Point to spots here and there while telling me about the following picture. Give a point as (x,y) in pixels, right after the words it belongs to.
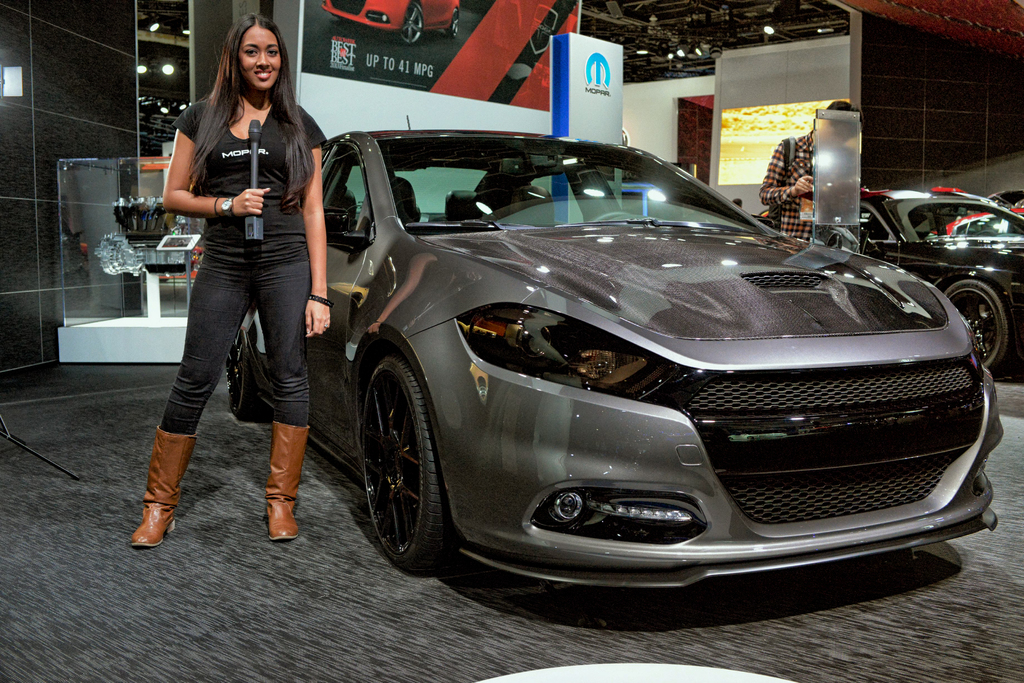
In the picture I can see a car (373,436) on the floor (209,435). There is a woman (265,109) on the left side (223,283) and there is a smile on her face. She is wearing a black color T-shirt (273,209) and she is holding a microphone (254,225) in her right hand (261,193). I can see another car (908,236) and a man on the right side (990,222). In the background (532,61), I can see the hoarding (525,76). There is a lighting arrangement (638,23) on the roof (645,44).
